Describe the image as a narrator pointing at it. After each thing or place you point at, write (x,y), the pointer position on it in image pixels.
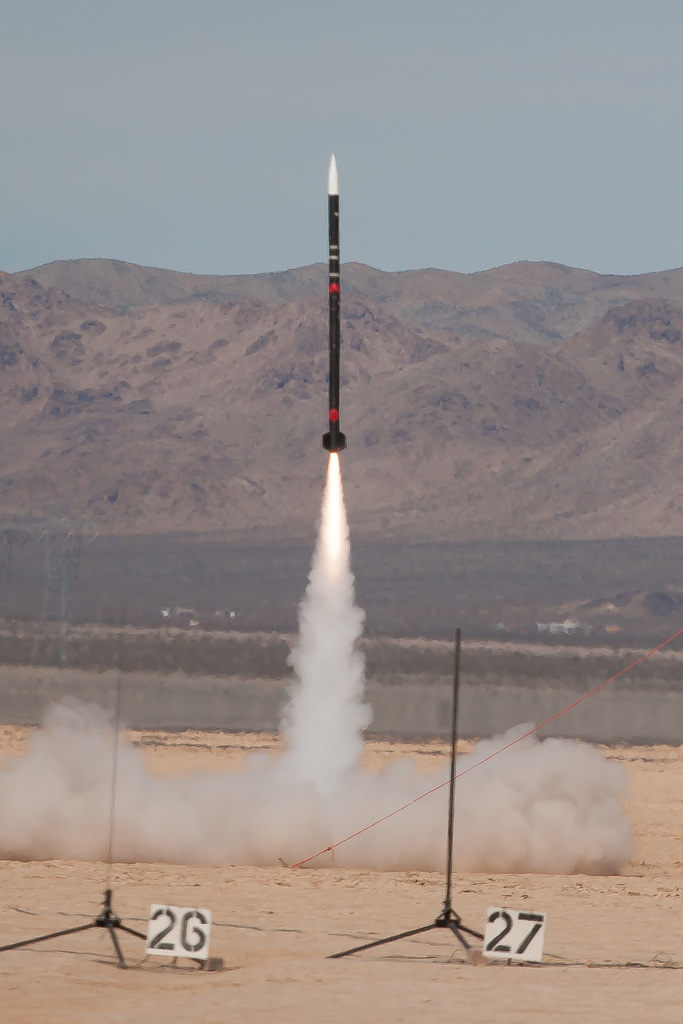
There is a rocket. Here we can see smoke (554,841) and boards (496,944). In the background (653,385) we can see a mountain (476,381) and sky (379,156).
